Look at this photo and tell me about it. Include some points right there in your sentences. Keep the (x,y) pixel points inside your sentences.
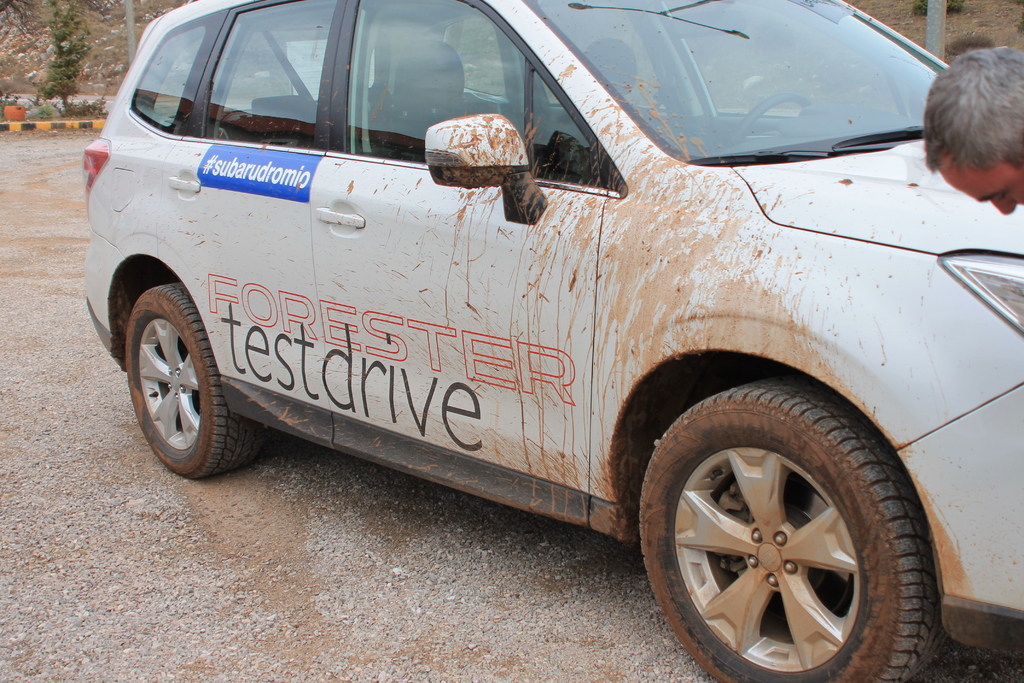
In this image there is road (389,591) towards the bottom of the image (128,476), there is a car (558,232), there is text (279,184) on the car (397,157), there is a man's face (992,167) towards the right of the image (1009,163), there are poles (931,21) towards the top of the image (935,3), there are plants (57,60) towards the left of the image (60,79), there are plants (972,48) towards the top of the image (915,2), there is an object (20,112) towards the left of the image (8,109).
